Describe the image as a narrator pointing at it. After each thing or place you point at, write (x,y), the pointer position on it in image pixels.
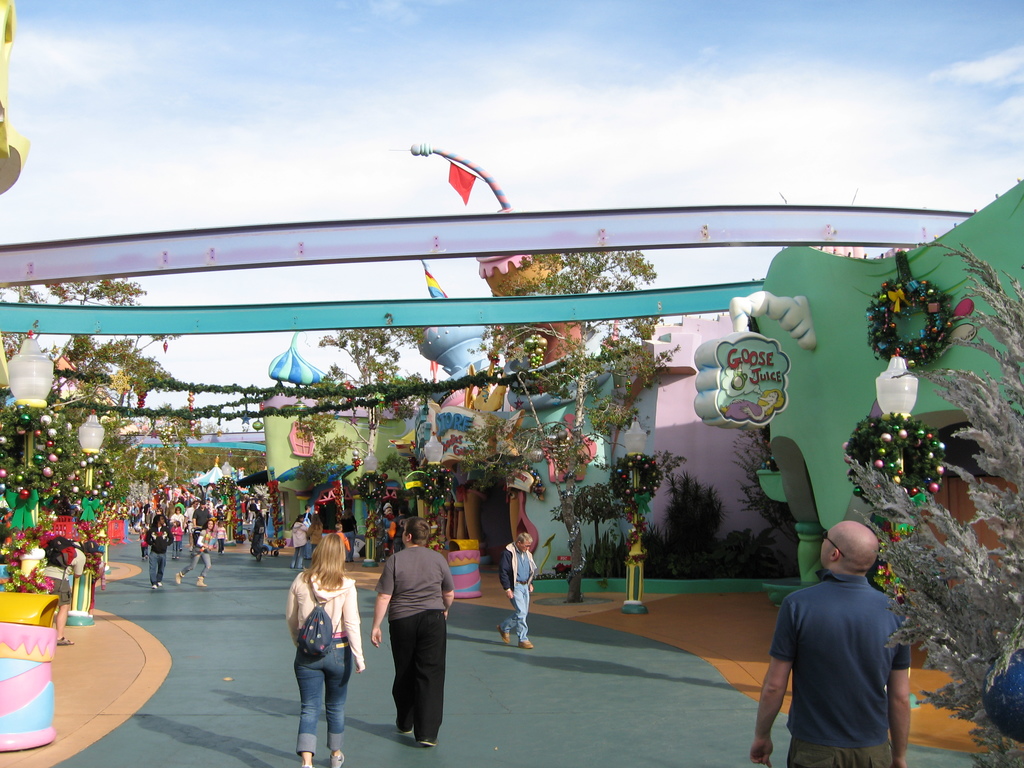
In the foreground of this image (824,693), there is a man (822,674) standing on the path (735,677) and two persons (399,630) walking on the path (458,651). In the background (935,465), we can see trees (967,415), lights (883,401), poles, flowers decorative items (96,410), a crowd (142,523). On the top (442,78), there is the sky (550,63) and the cloud (717,107).
